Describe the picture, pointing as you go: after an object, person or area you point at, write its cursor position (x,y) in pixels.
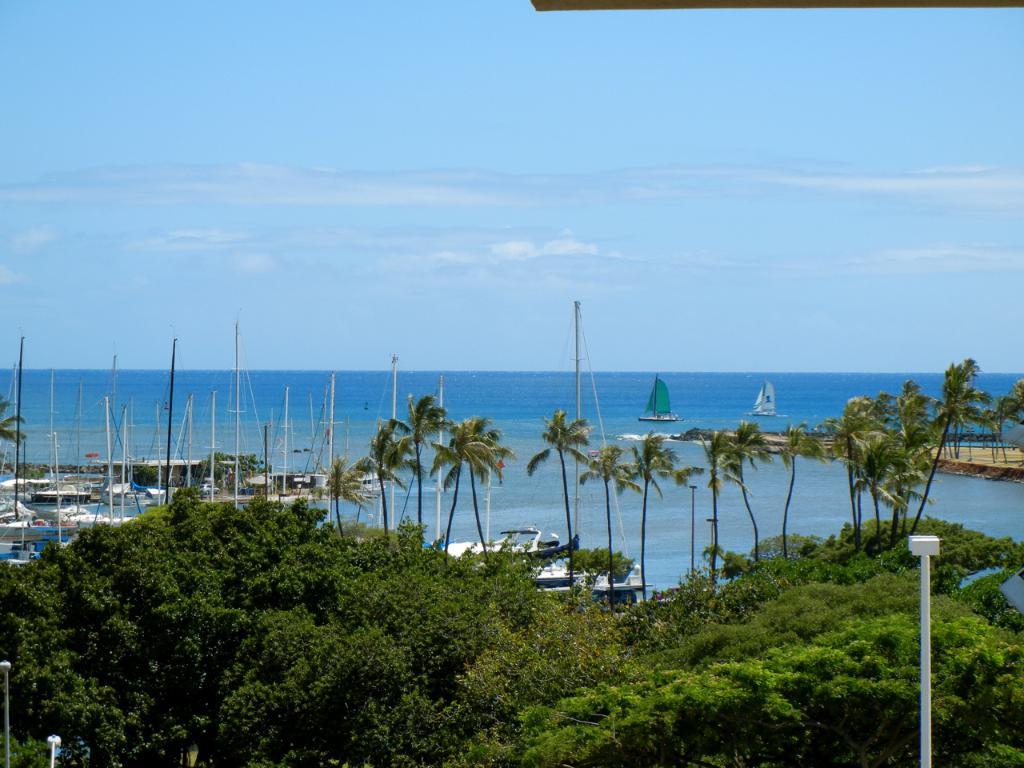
In this image I can see few trees (346,607) and few white colored poles (6,766). In the background (278,418) I can see the water (292,417), few boats (656,408) on the surface of the water (597,430), few trees (735,441) and the sky (353,207).
